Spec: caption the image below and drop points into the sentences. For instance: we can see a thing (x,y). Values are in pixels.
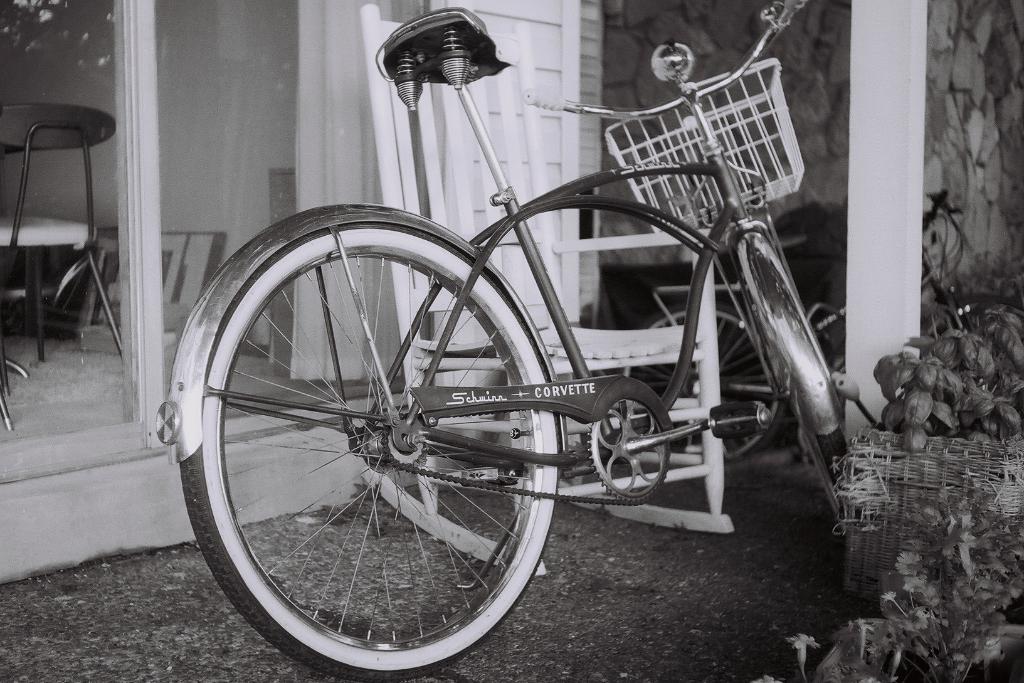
In this image I can see two bicycles (638,488), few plants (983,420). In the background (248,118) I can see the glass door (228,118) and the chair (48,142) and the image is in black and white.
